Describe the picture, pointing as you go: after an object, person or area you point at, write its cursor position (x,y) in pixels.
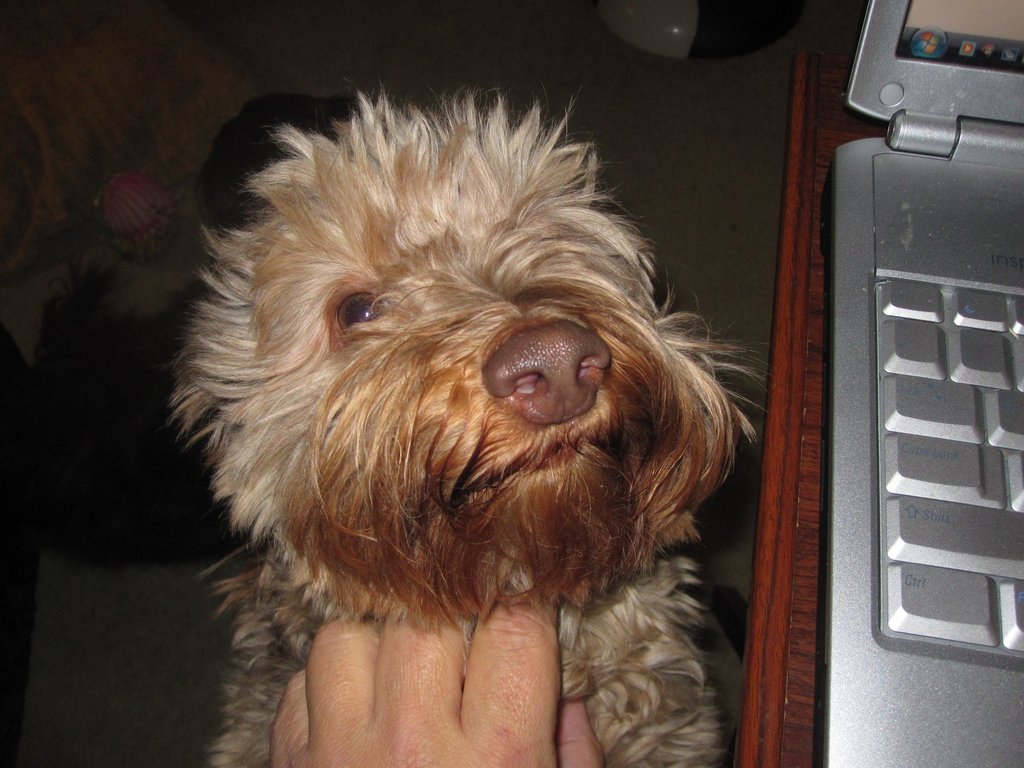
In the center of the image (512,396) we can see a dog (587,459) and there is also some person's hand (463,679) on the dog (585,614). On the right (945,234) there is a laptop (945,234) placed on the wooden surface (815,391).
